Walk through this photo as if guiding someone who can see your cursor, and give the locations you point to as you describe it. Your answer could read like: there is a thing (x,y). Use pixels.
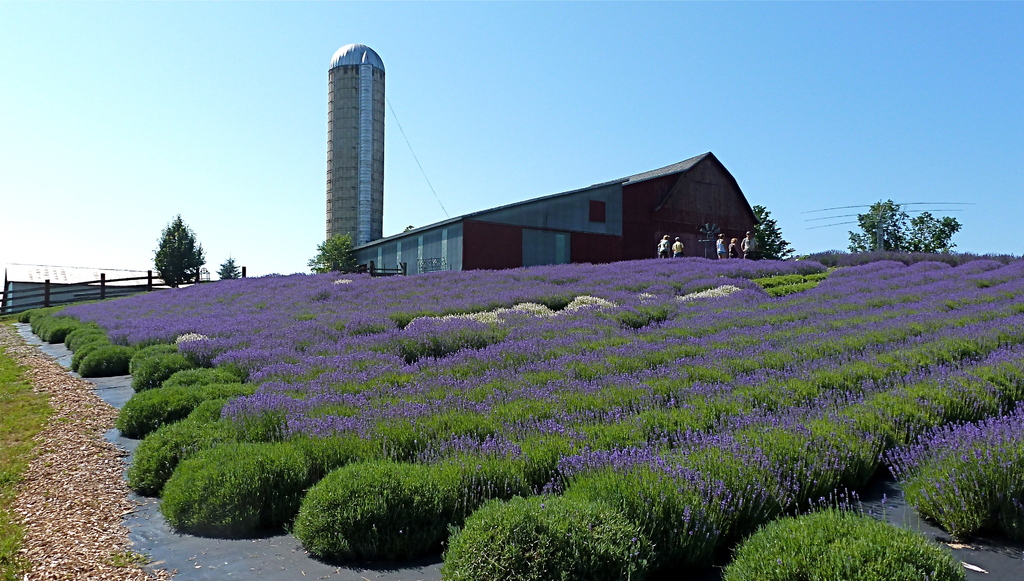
In this image we can see two houses (532,223), one object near the house (688,243) looks like a tower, one fence (111,292), one garden (439,396), some trees (168,248), one object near the people (676,240) looks like a wind wheel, some people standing near the garden (269,326), some plants (236,398) with flowers (244,322), some grass (17,426) on the ground (22,514), one pole (878,232) with wires (835,224), one road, some dried leaves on the ground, some plants (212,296) on the ground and at the top (409,158) there is the sky (409,158).
